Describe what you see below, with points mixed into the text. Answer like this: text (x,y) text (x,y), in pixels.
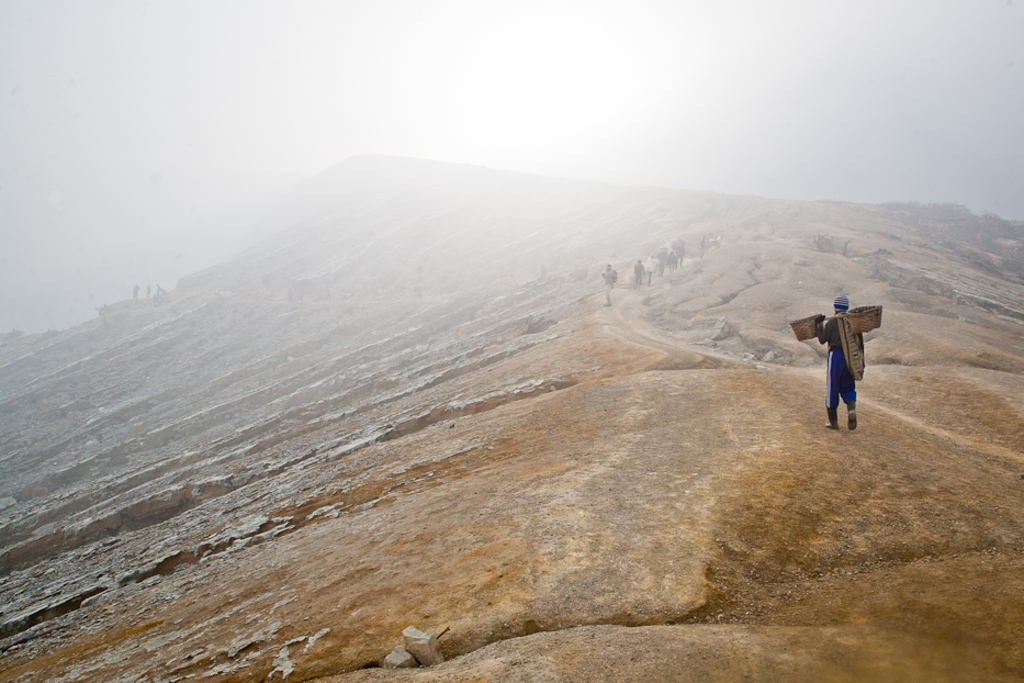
In this image there are few people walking on the mountain (428,292) in the fog (263,184).
